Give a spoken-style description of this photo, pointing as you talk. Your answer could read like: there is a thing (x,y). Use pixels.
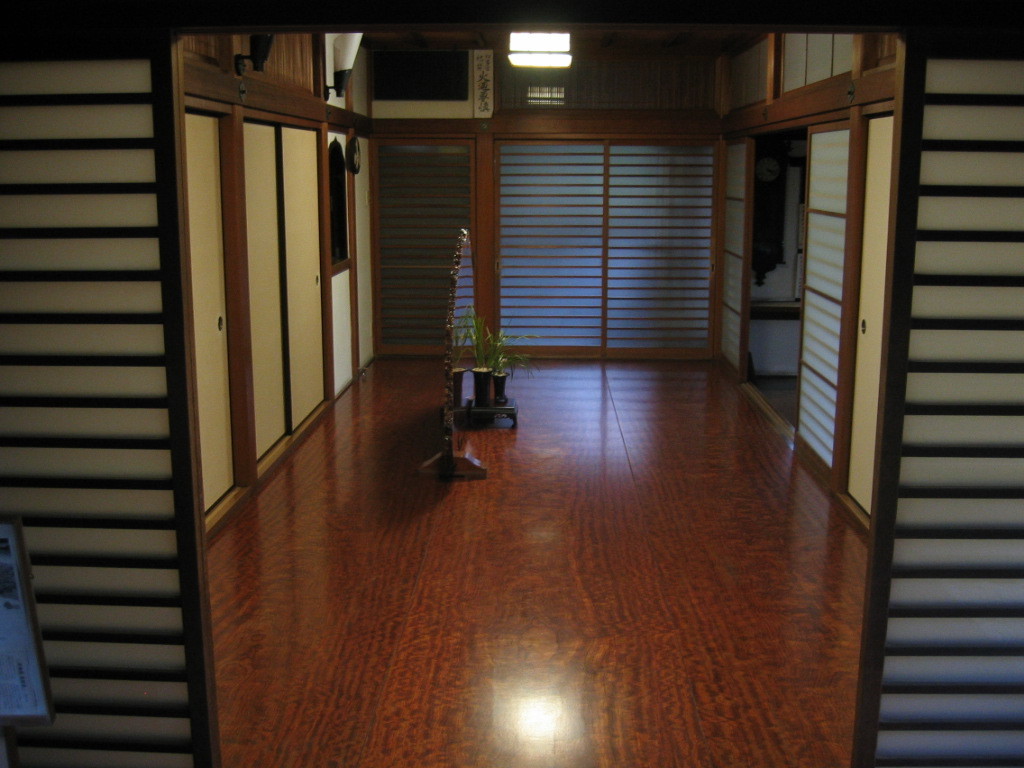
This is the interior of the house (666,446), there is a house plant (488,371) in the image, there is a lamp (535,56) which is glowing.
